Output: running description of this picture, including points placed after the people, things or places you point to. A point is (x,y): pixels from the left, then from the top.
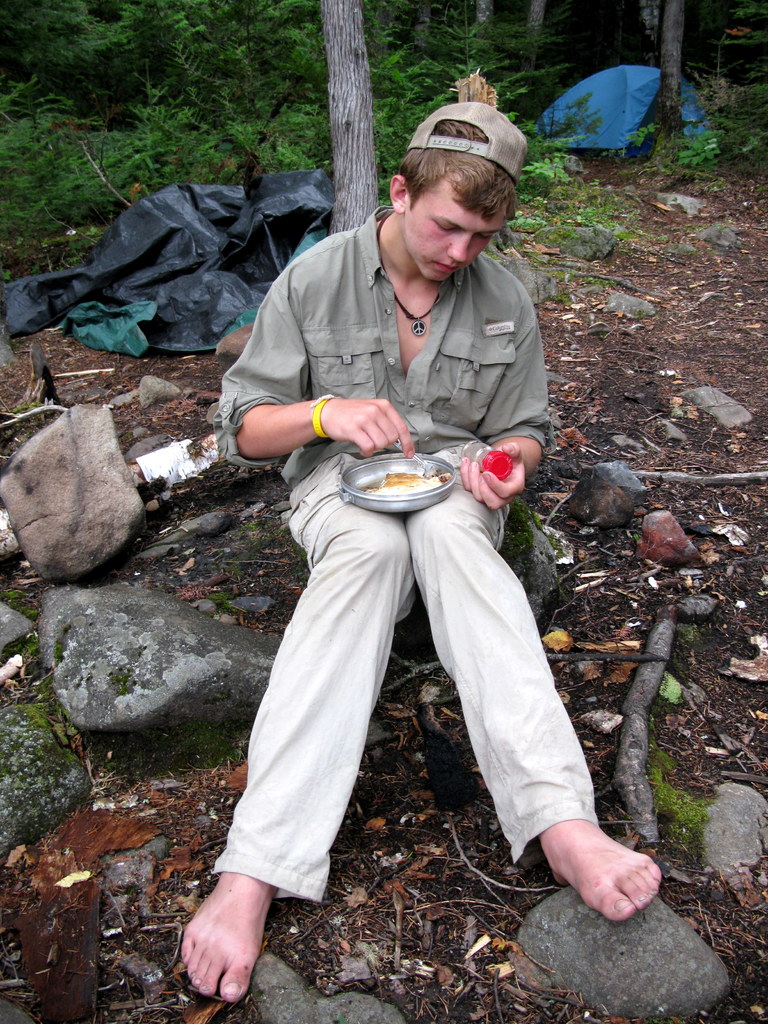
In this image we can see there is a boy (308,674) sitting on the stones (213,673) and eating something from the box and holding a jar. Also behind him there are trees (135,139) and plastic covers (244,308).
